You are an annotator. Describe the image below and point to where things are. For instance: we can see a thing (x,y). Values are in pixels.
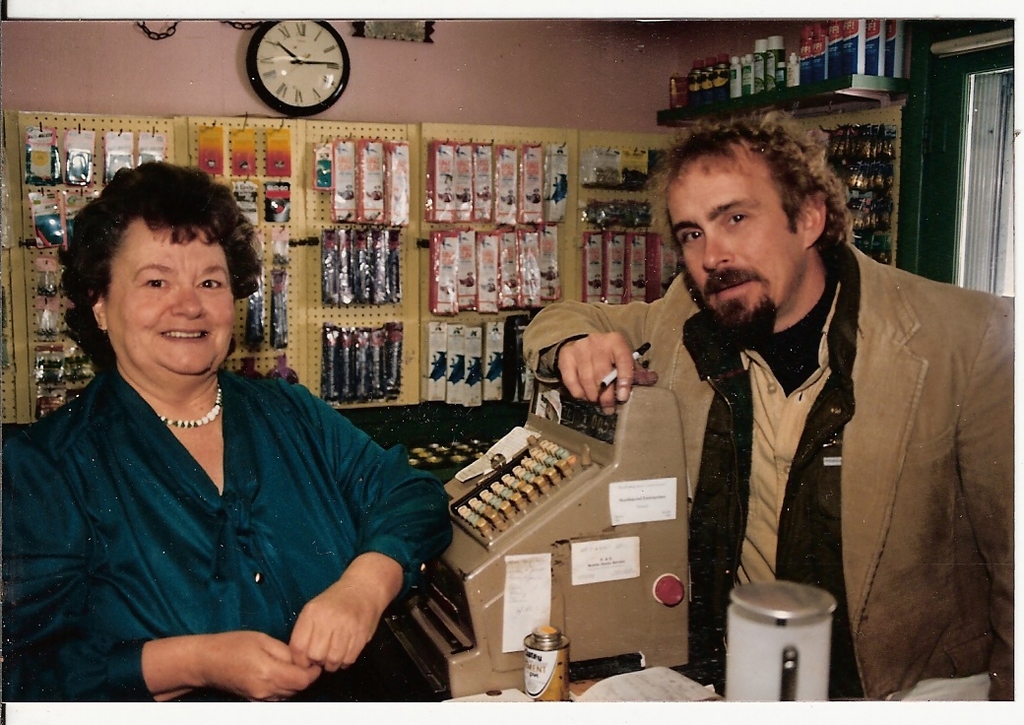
In this image I can see there are persons (547,378) standing and smiling. And holding a pen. Beside them there is a cash register (553,566). And at the back (293,67) there is a clock (306,81) attached to the wall (352,69). On the wall (344,28) there are some objects (628,263) placed on the board (405,363). And there are curtain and light (975,40).
